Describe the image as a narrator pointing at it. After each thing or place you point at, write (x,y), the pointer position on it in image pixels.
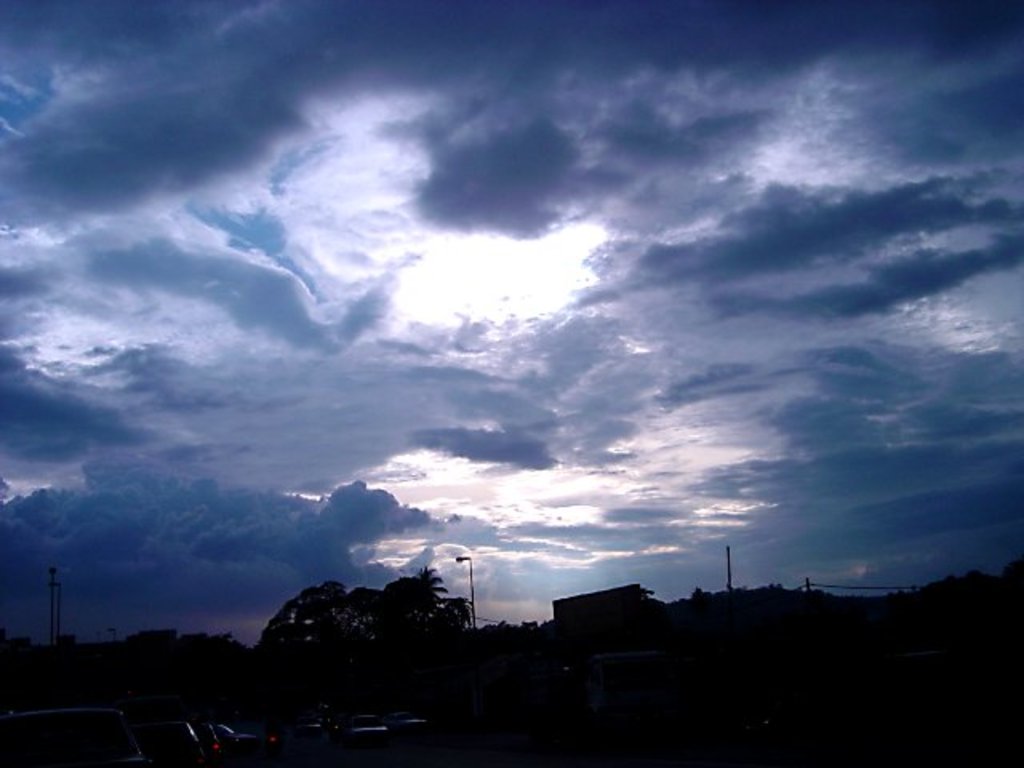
Sky (542,253) is cloudy. Here we can see vehicles (611,666), trees (406,661) and light poles (473,602).
